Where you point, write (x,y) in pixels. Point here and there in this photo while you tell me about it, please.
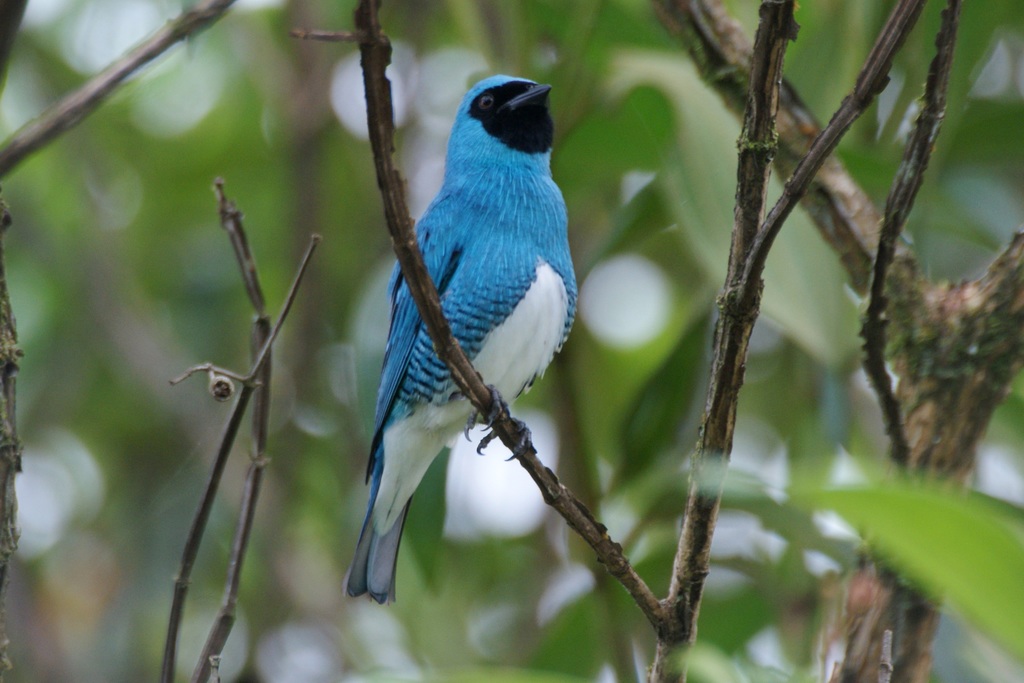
In this image, we can see a bird (473,164) on the stem (422,313) of a tree (728,371). We can also see some trees (907,658) and the background (63,22) is blurred.
